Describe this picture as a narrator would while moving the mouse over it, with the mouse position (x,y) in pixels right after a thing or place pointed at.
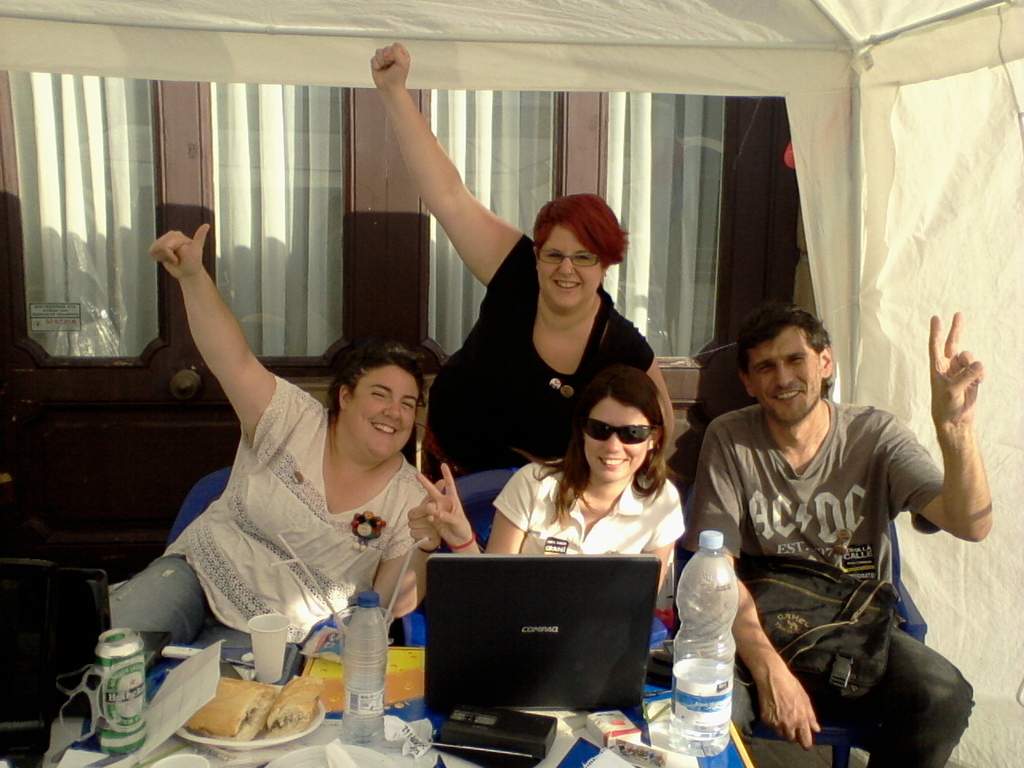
In this image I can see there are four persons (854,455), they are smiling and they are sitting on chairs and one person (501,434) standing backside of them I can see window (10,144) and curtain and in front of them there is a table (514,710), on the table (204,645) there are bottles (364,648), glass (264,622), beer tin (128,695), tissues (407,736), plates (280,722), on plates (263,736) I can see bread pieces (295,701) all are kept on table (727,754).
